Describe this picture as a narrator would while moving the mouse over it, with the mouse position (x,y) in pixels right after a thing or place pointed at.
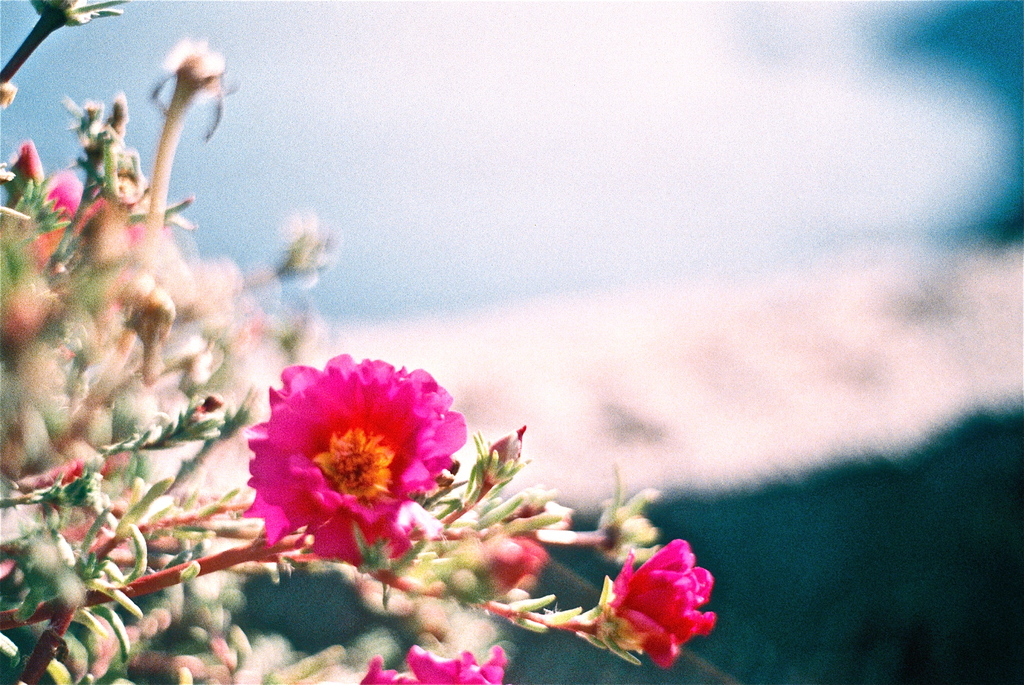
In a given image i can see a flowers (294,509) and the background (522,253) is blurry.
